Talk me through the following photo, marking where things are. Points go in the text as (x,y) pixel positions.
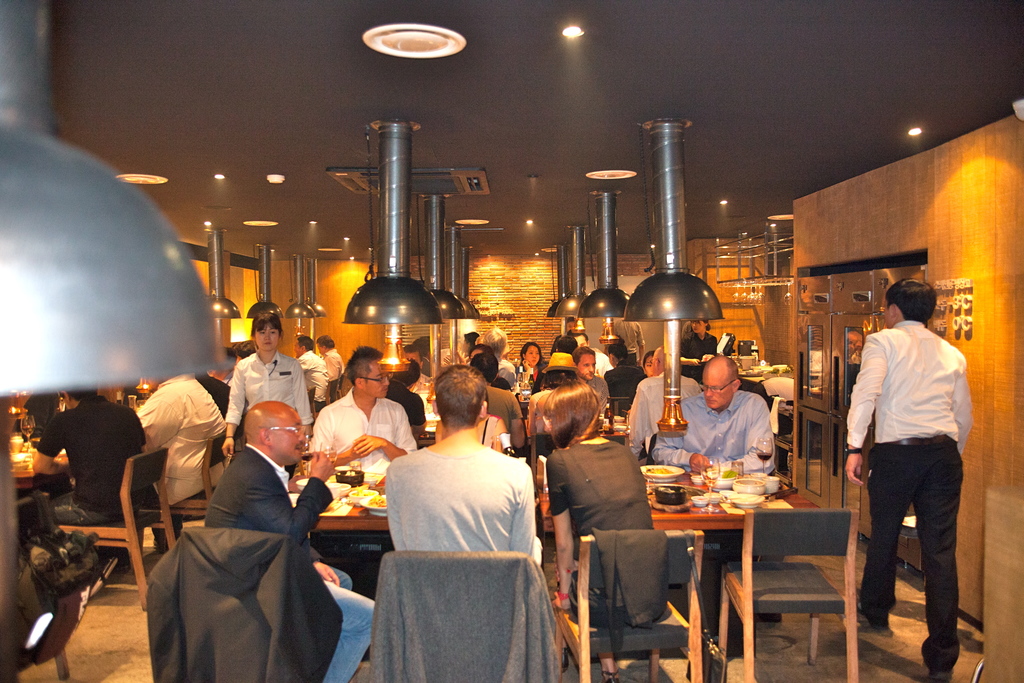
At the top (518,74) we can see ceiling (543,255), lights (417,280) and central AC (460,186). We can see all the persons (266,498) sitting on chairs (769,541) in front of a table (680,514) and on the table (690,506) we can see plate (735,501) of food (722,474), bowls (685,492), bottles (503,434). We can see few persons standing on the floor (898,587).
